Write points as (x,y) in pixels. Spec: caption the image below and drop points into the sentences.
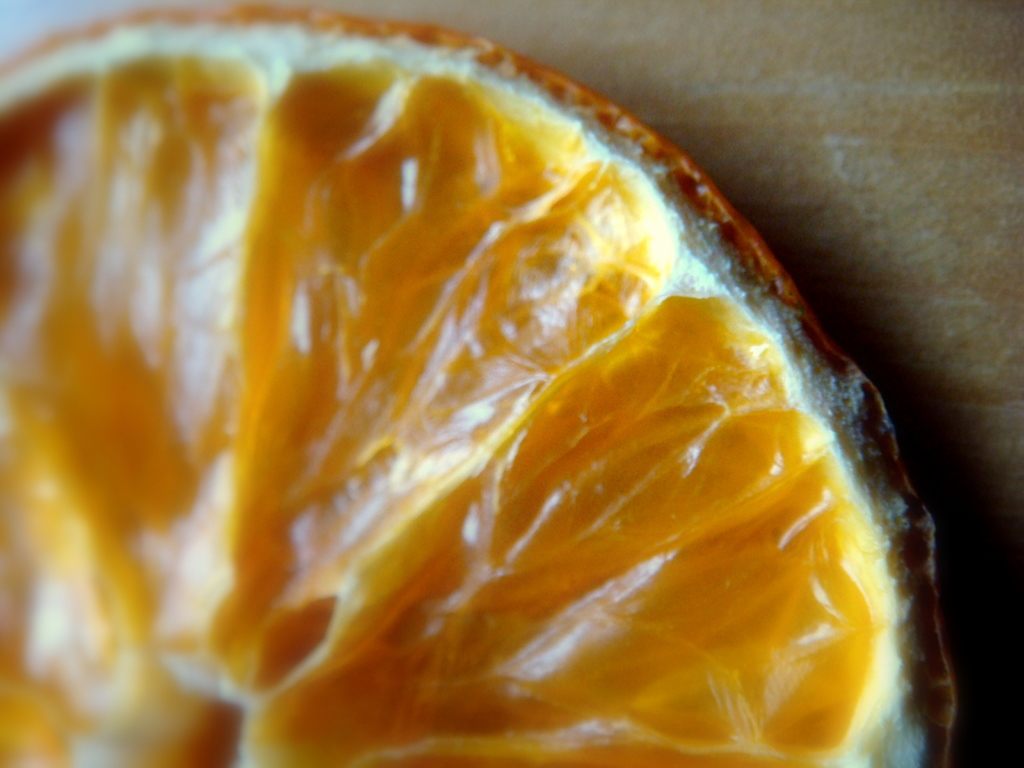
In the foreground of this image (384,591), it seems like an orange slice (681,381) on the surface (908,323).
